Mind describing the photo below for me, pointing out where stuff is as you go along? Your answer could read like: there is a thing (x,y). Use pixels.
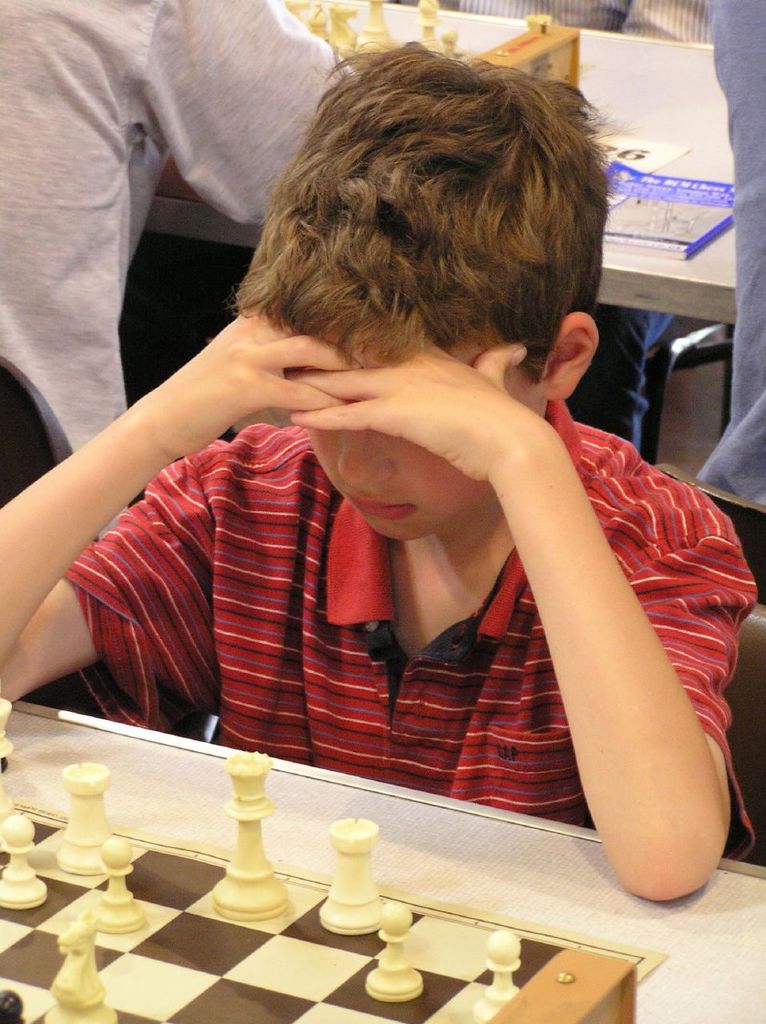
In this image I can see a person (373,483) sitting in-front of the chess board (226,979). In the back (325,87) group of people (750,128) sitting and there are some books (663,178) on the table (708,97).
